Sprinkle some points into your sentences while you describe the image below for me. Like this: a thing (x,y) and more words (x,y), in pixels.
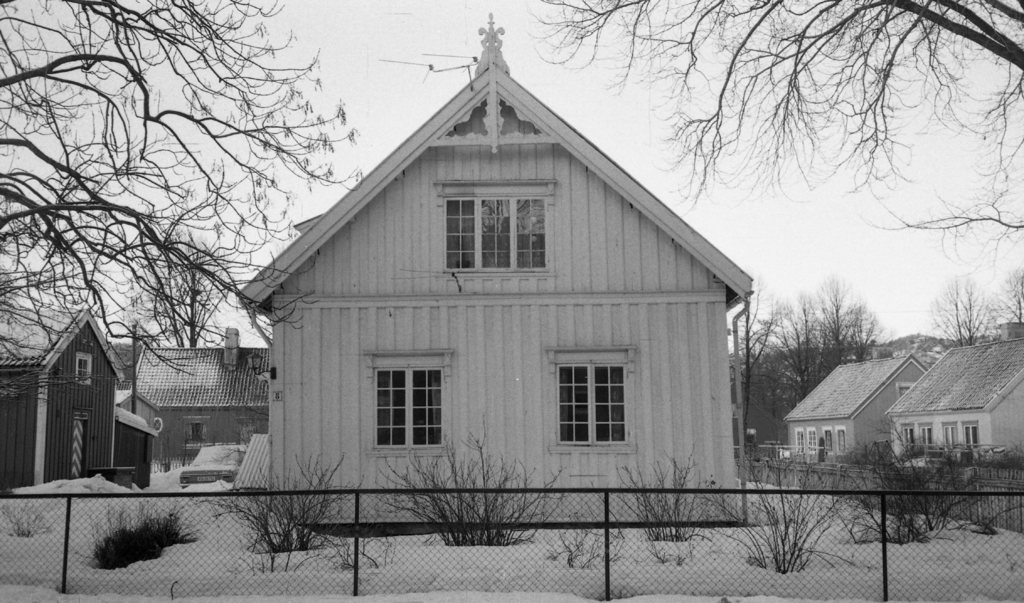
In this image in front (560,553) there is a metal fence (640,529). There are plants (871,503). At the bottom of the image (711,564) there is snow (532,571) on the surface (620,553). In the background of the image (565,396) there are buildings (373,370), trees (805,347) and sky (851,194). On the left side of the image (234,449) there is a car (205,459).
